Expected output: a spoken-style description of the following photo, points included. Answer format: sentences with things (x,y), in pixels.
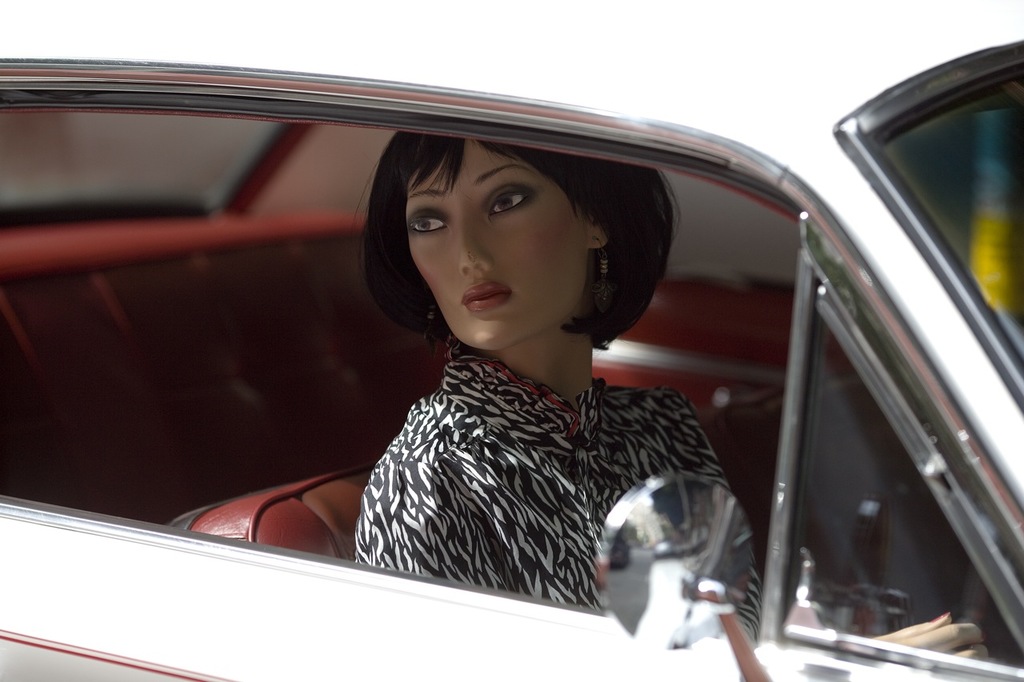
In this picture we can see a car (700,79) and inside the car (643,345) mannequin (558,293) is sitting and looking at something, i think this is a real image.
